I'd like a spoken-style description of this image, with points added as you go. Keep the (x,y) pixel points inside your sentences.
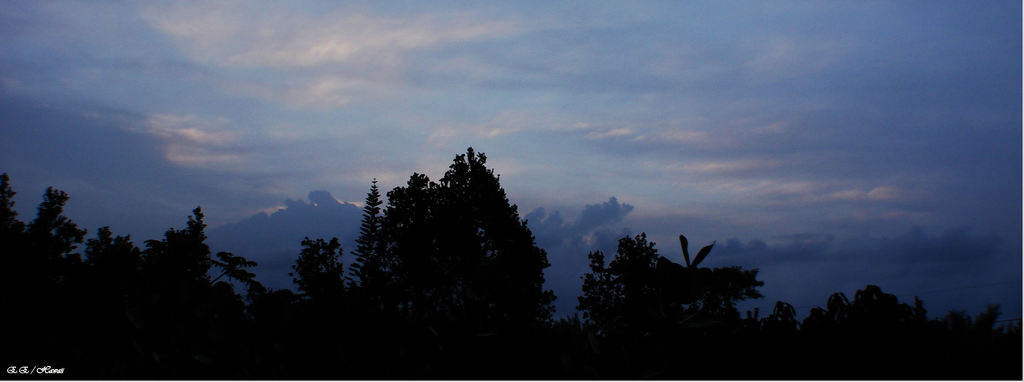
In the image we can see sky (414,75) on the top (482,82) and trees (424,326).
